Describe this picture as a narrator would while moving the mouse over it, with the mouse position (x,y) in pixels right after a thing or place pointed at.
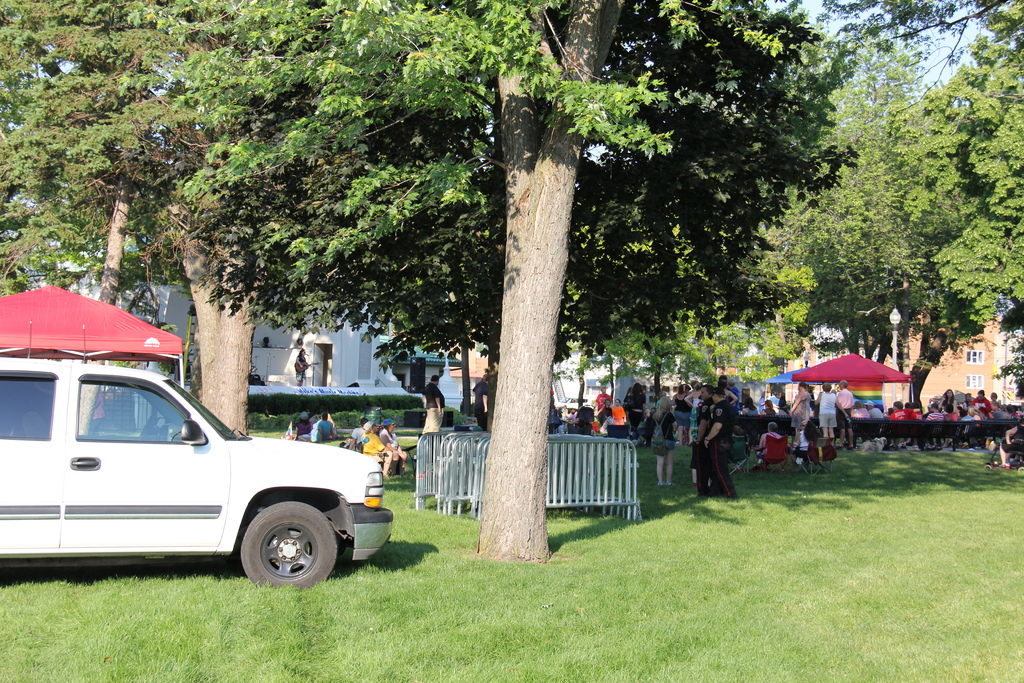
In this image we can see a few people (436,383), among them some are standing and some are sitting, there are some trees (657,331), poles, buildings (427,372), windows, grass (611,591), fences (450,514), huts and chairs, and also we can see a vehicle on the ground (473,608).
